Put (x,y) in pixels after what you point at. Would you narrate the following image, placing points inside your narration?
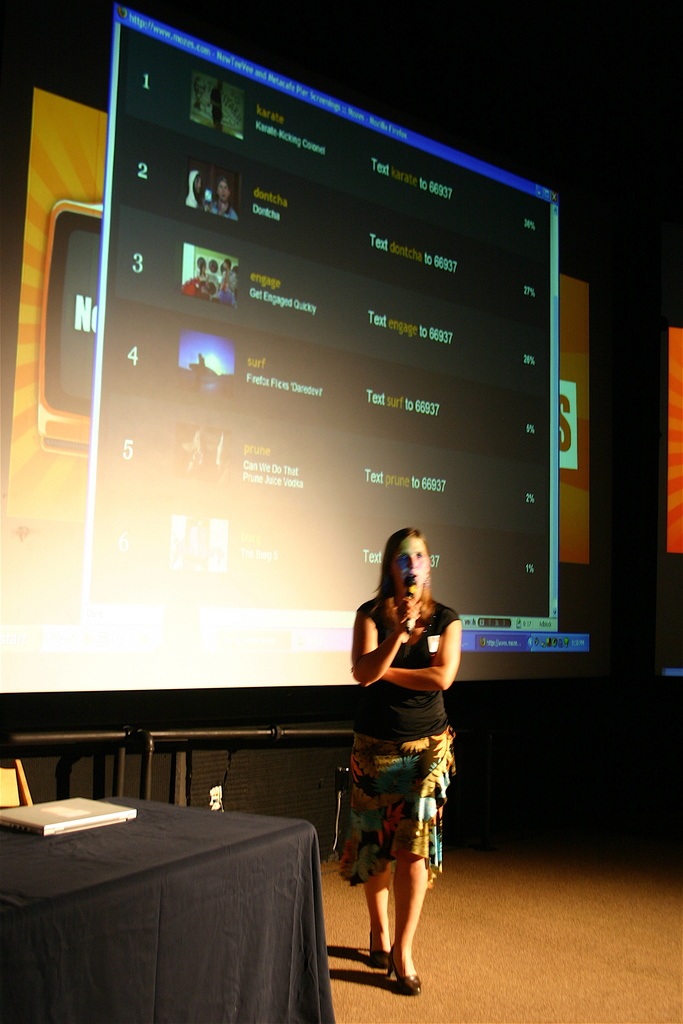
In this image there is a woman (420,759) in the center (433,653) holding a mic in her hand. On the left side (150,880) there is a table (188,877) which is covered with a black colour cloth (154,898) and on the table (101,855) there is a laptop (83,826). In the background (279,491) there is a screen (385,513), on the screen (336,355) there are some text (400,398) visible.
